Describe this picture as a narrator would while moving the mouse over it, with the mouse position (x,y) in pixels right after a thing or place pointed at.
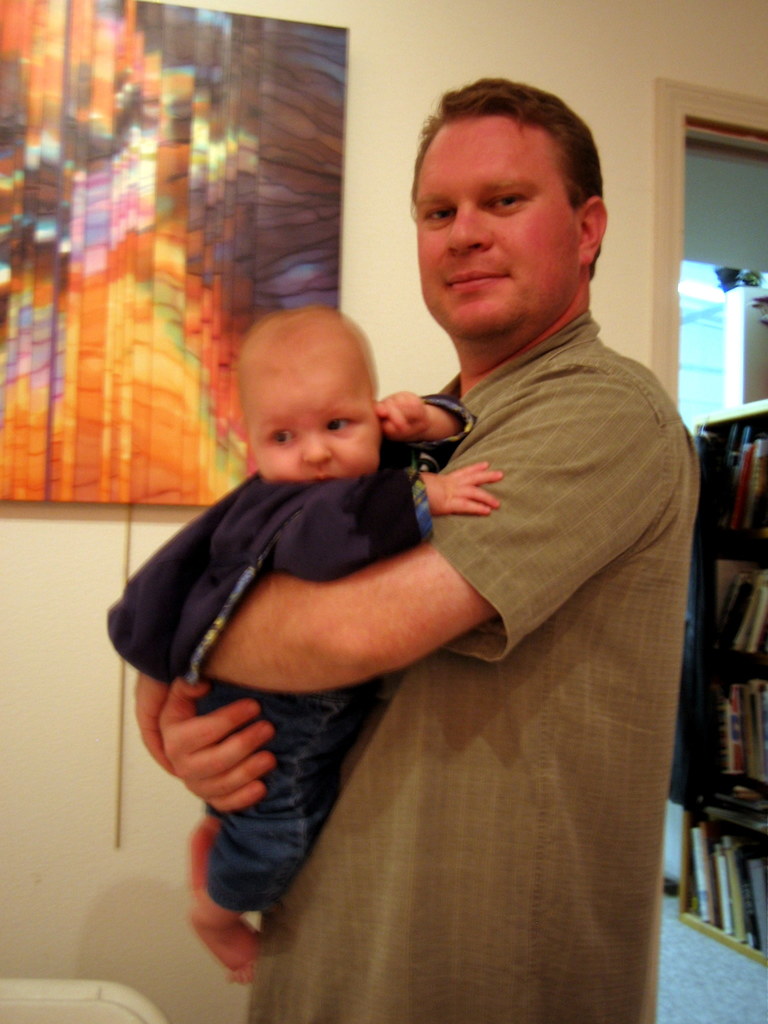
In this image I see a man (567,570) who is holding this baby (333,453) and in the background (649,13) I see the wall (620,150) and I see a frame (153,349) over here which is colorful and I see number of books (747,463) in these racks (710,535) and I see the floor (691,976).
